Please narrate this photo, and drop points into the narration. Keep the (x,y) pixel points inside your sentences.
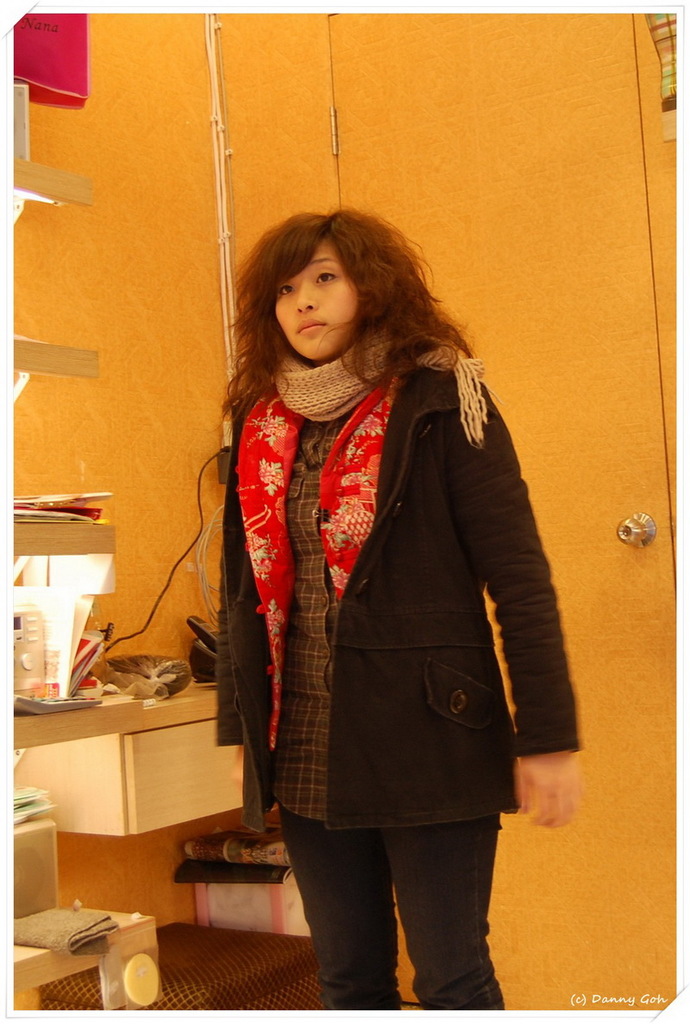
In the picture we can see a woman (300,846) standing and she is with a black color coat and red cloth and she is with loose hair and behind her we can see a wall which is yellow in color and beside her we can see a desk (194,728) on it we can see some things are placed.
